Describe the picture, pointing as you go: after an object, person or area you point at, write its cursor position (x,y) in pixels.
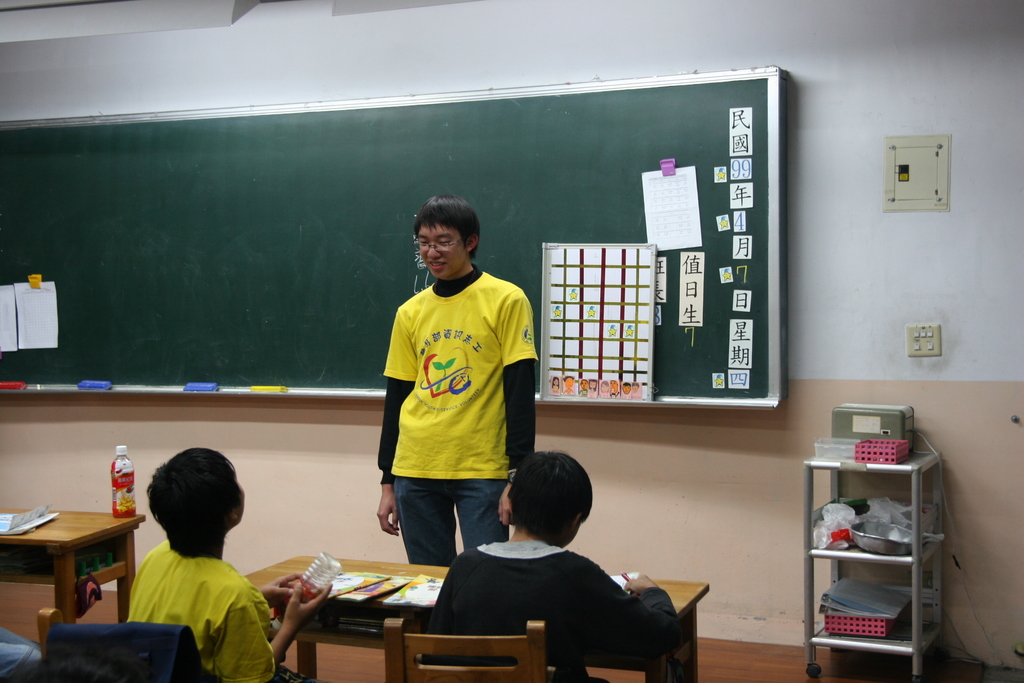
In the image we can see there is a person (439,334) who is standing and in front of him there are people (182,576) who are sitting on chairs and at the back of the man (470,309) there is board (748,219).
